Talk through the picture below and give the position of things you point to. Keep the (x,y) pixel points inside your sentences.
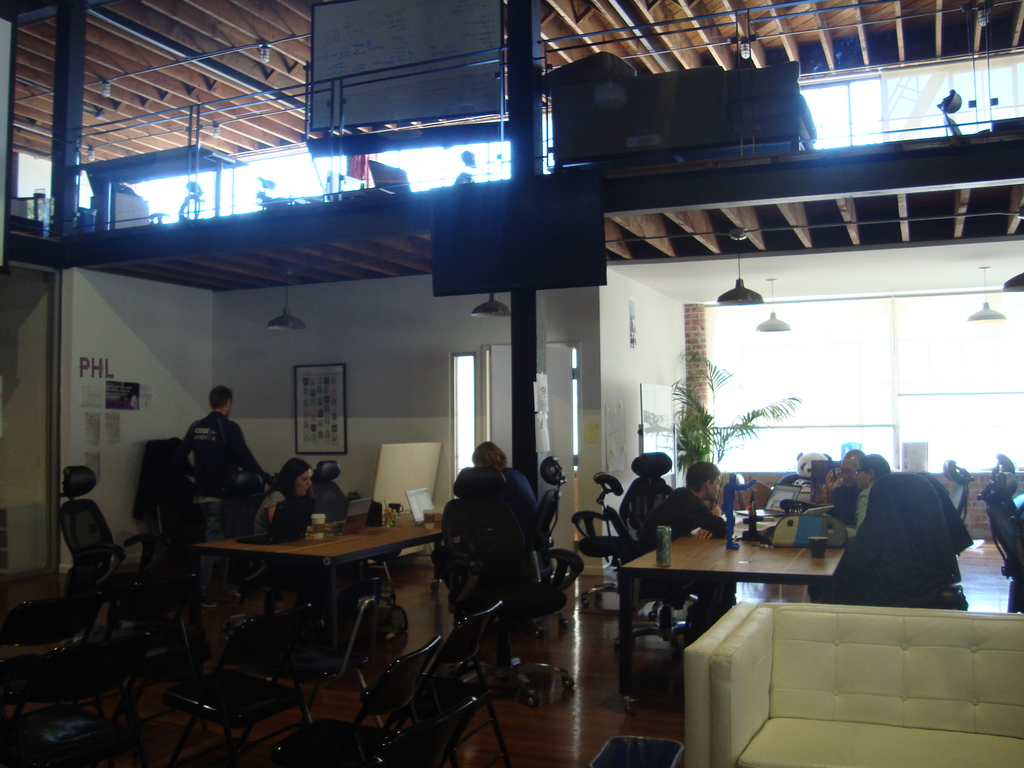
In the picture i can see some group of persons (706,483) sitting on chairs (476,556) around table (723,553), in the foreground of the image (837,632) there is a couch (756,735) and in the background of the picture (552,419) i can see a plant (694,425), wall (616,376), top of the picture (898,218) there is roof (889,218), there are some lights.
